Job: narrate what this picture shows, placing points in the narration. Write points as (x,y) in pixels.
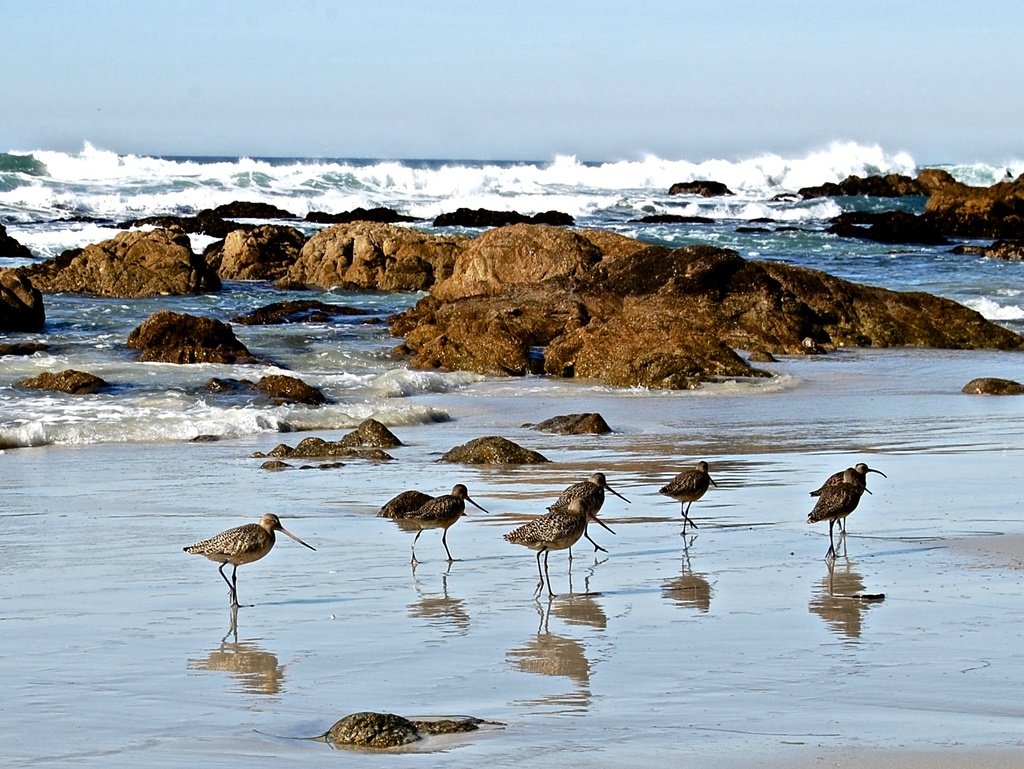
This picture shows few shorebirds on the shore (440,460) and we see water (575,173) and few rocks (587,289) and a clear sky (624,116).
